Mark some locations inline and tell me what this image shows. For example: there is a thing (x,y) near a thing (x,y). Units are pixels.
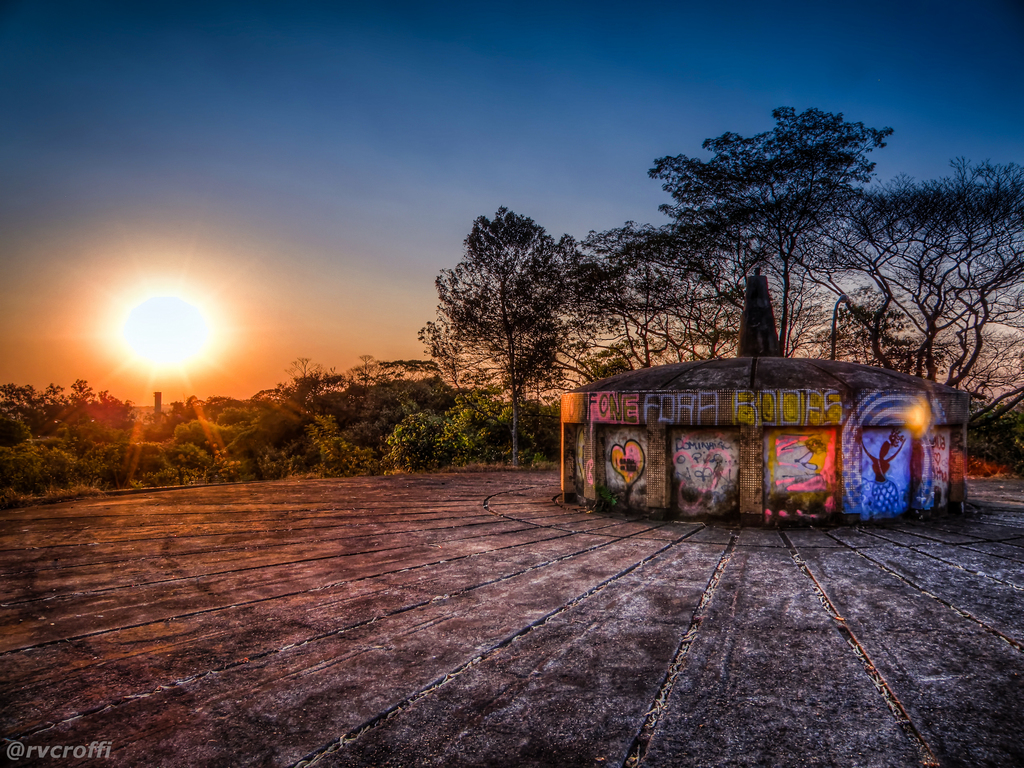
In this picture I can see graffiti (892,425) on the walls (825,462) of an architecture (709,463), and there are plants (297,424), trees (111,436), sun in the sky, there is a watermark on the image.
